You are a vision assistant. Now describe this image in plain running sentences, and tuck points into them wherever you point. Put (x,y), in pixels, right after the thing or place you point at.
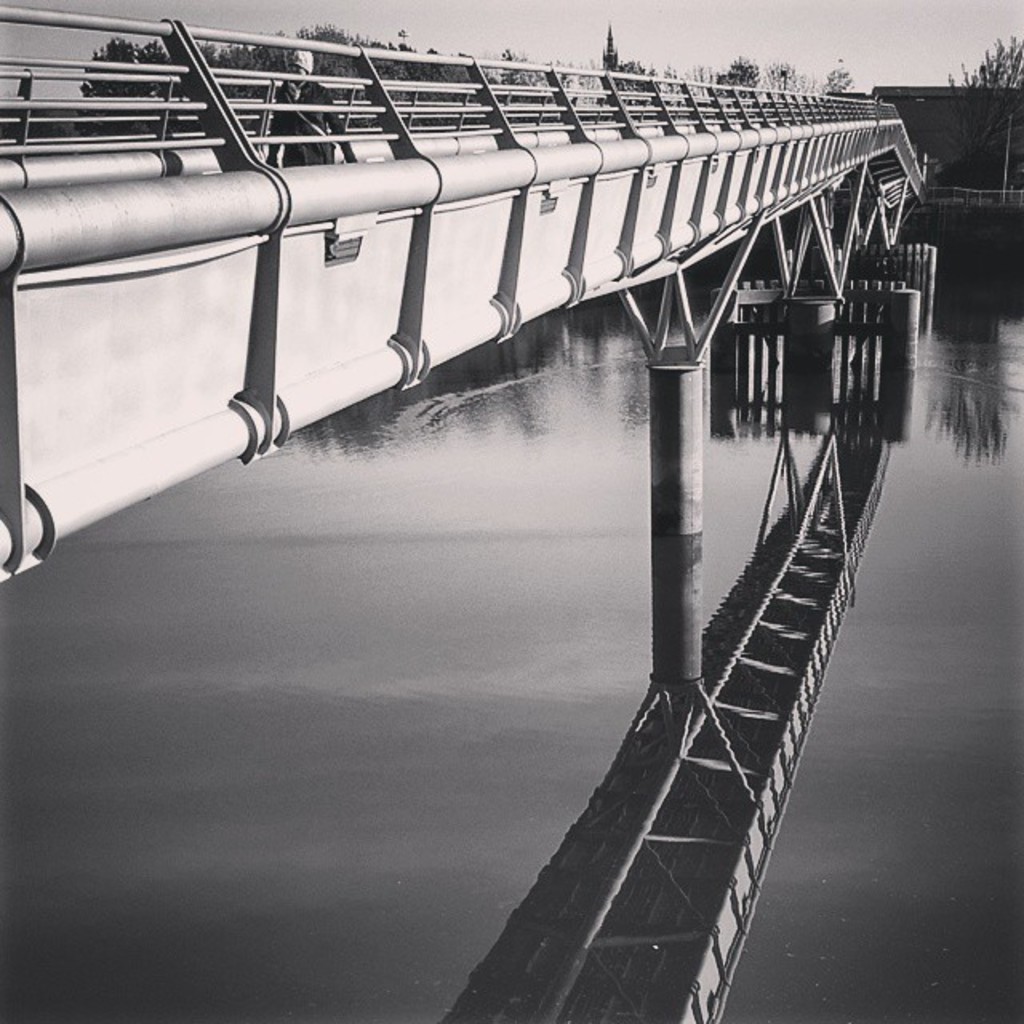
This picture shows a bridge (571,303). we see a human (314,116) walking and we see trees (513,60) and a house (898,91) and we see water (740,674).
